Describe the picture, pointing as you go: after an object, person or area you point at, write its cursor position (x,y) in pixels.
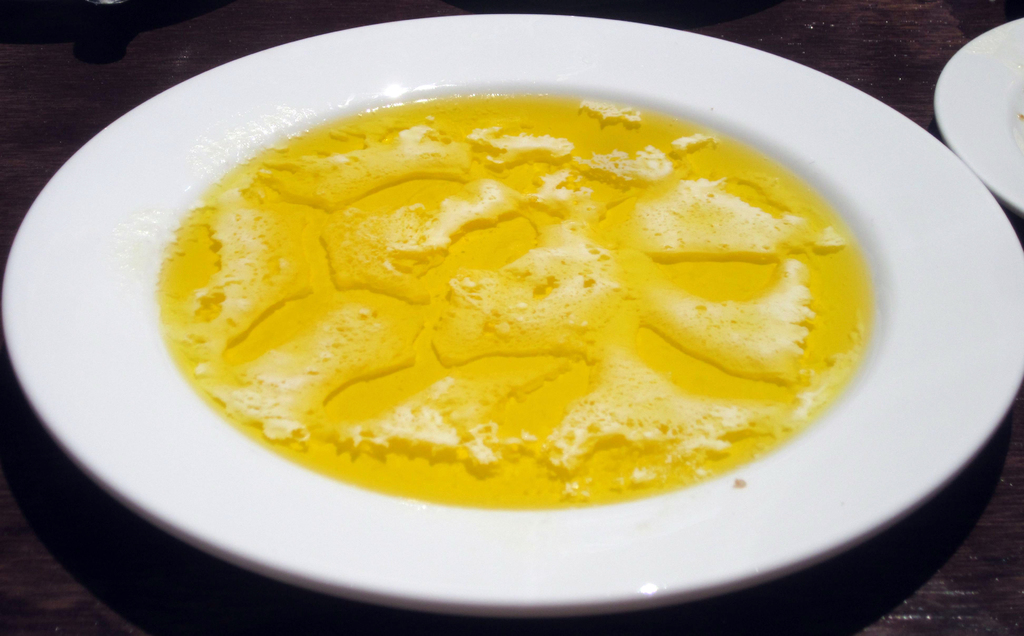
In this image there is a table (63,48) and we can see plates (963,330) and there is some food (606,411) placed on the table (780,593).
